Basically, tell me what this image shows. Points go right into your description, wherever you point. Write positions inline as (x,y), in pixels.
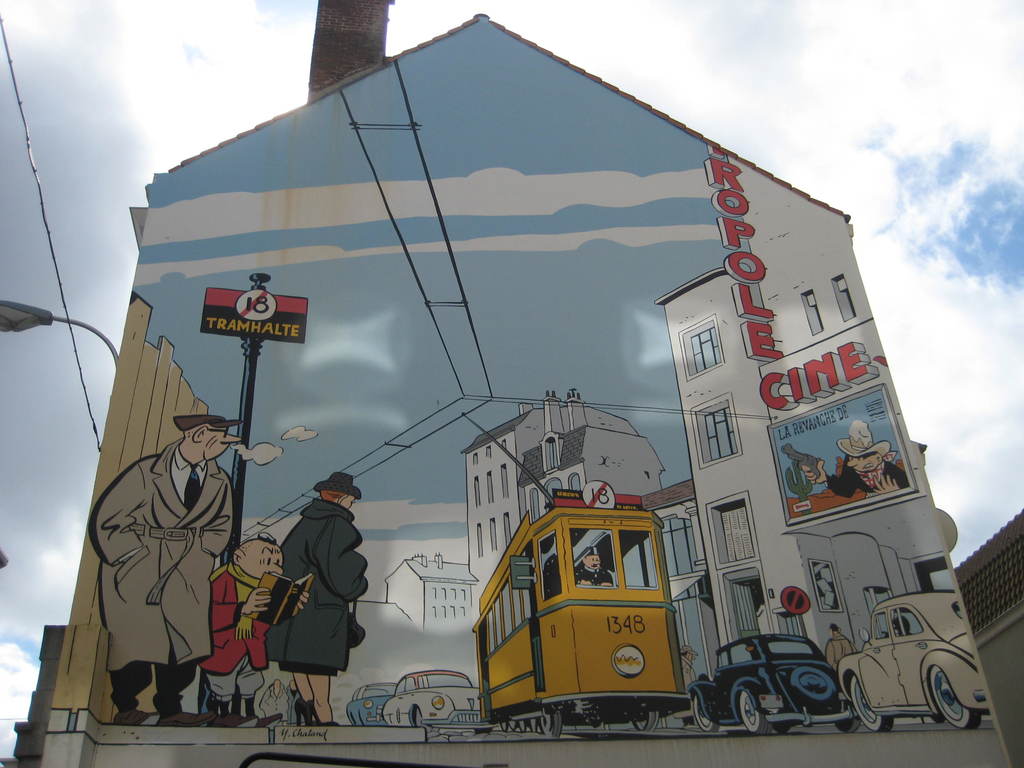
This is the picture of a wall (636,403) on which there is a painting (534,608) of some people (229,486), buildings (554,424), vehicles (564,622) and some wires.
